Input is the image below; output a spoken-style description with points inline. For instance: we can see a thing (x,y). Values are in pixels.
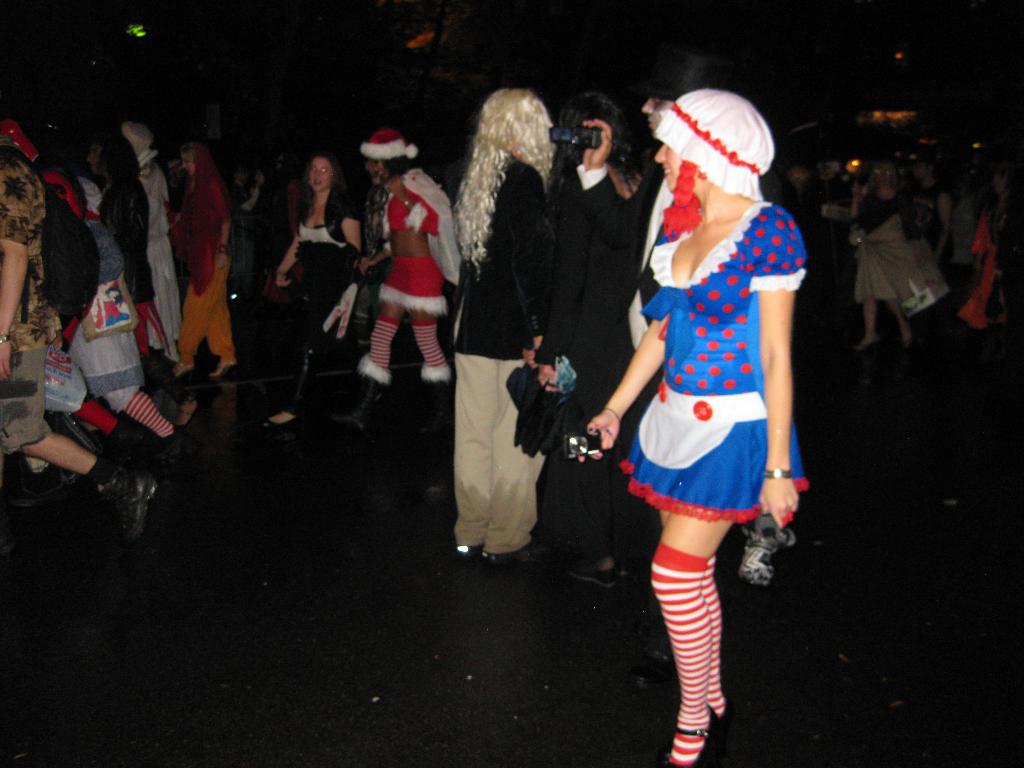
In this image there are a group of people (482,502) walking on the floor (874,525), in which some are wearing drama costumes (573,543).
